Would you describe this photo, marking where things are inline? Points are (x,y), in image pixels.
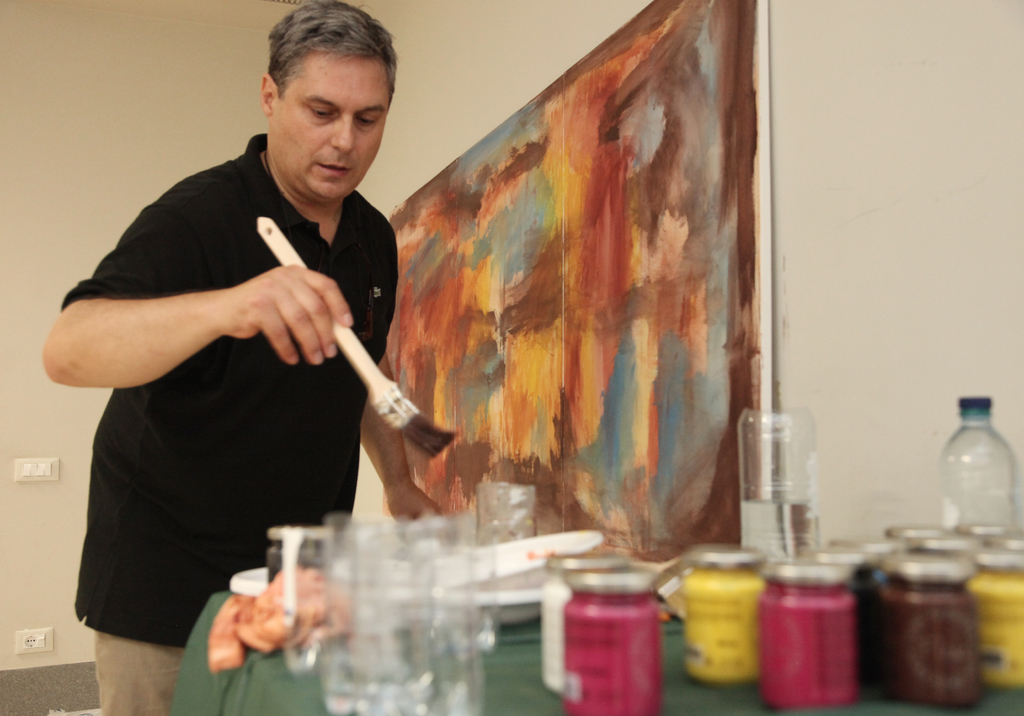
This person (213,307) standing and holding brush (346,355). We can see glass (459,600), colored jars (748,621), bowl (528,593), bottles (984,463) and objects (554,627) on the table (390,677). On the background (482,28) we can see wall (482,28), painting (554,306).
